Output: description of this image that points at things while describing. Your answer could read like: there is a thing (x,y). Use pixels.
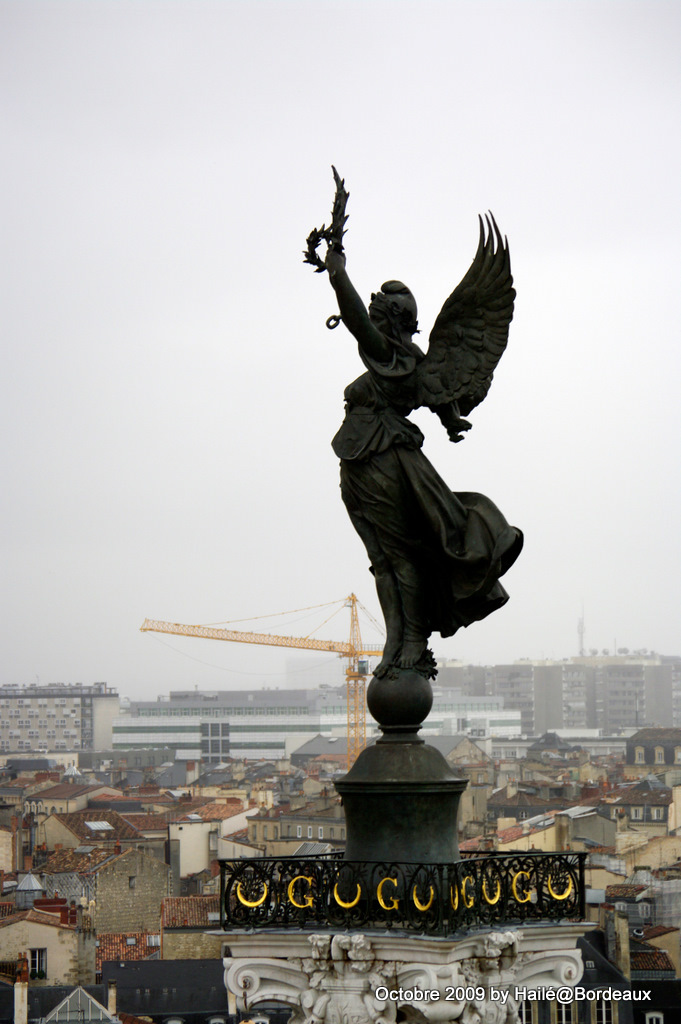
In the image in the center (407,670), we can see one statue (378,706). In the background (421,322), we can see the sky (555,59), clouds (317,519), buildings (509,752), one pole type structure (339,641), fences (487,903), sculptures (361,947) etc.
